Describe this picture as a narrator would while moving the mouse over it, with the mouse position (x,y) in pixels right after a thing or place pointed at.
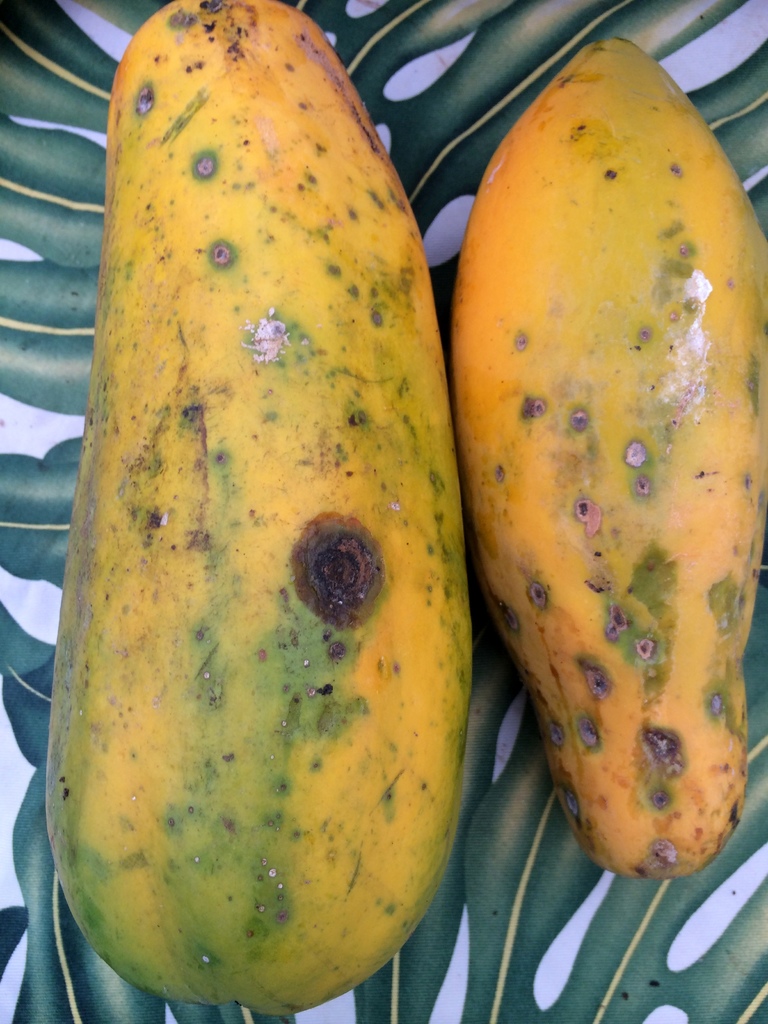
In this picture, those are looking like papayas (336,626) on an object (606,955).
